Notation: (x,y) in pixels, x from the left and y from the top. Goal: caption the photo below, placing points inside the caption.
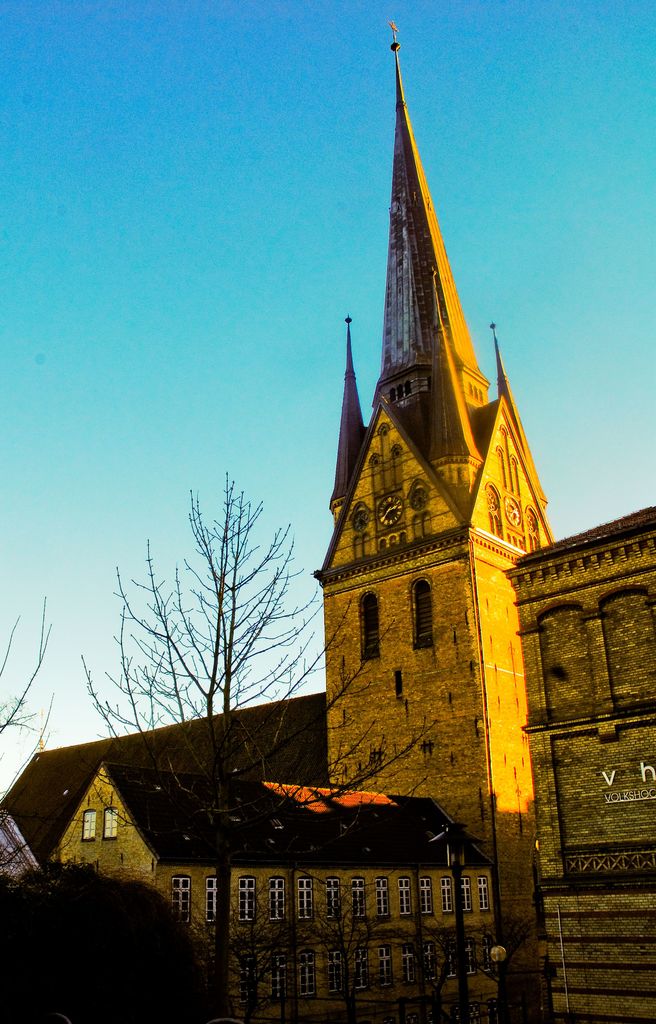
In the center of the image (343,639) we can see building (334,732). At the bottom of the image (27,955) we can see trees (34,965). In the background (277,123) there is sky (339,121).
